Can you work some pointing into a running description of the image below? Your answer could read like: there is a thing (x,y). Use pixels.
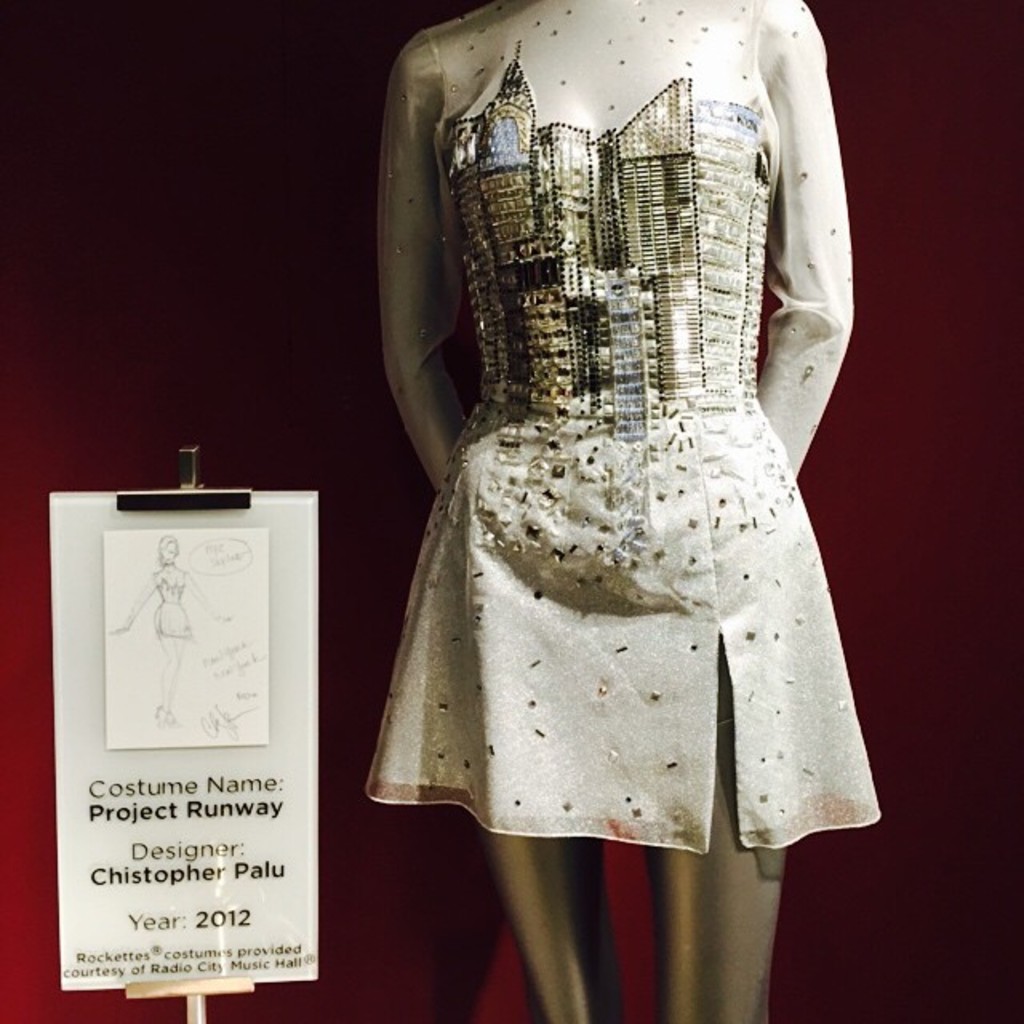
It is the dress (690,382) to the doll (663,533). On the left side (286,636) there is a board (235,677), which describing about this dress (425,572).
